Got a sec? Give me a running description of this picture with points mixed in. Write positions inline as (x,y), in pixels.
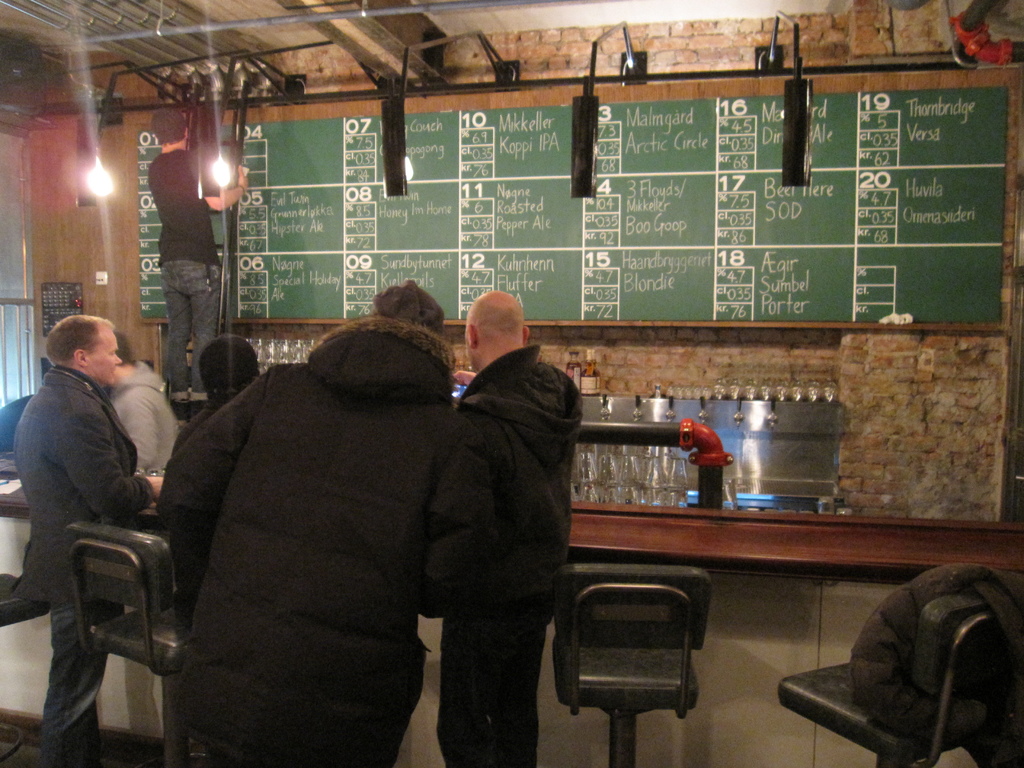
In the given picture, we can see the board (946,131) and there is something written on it, after that we can see the wall (915,336) and the roof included with lights (216,169), towards the left (172,179), we can see the person (203,227) standing on the ladder (230,230), next we can see several people (409,378) standing on the floor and we can see a few empty chairs (666,623).
